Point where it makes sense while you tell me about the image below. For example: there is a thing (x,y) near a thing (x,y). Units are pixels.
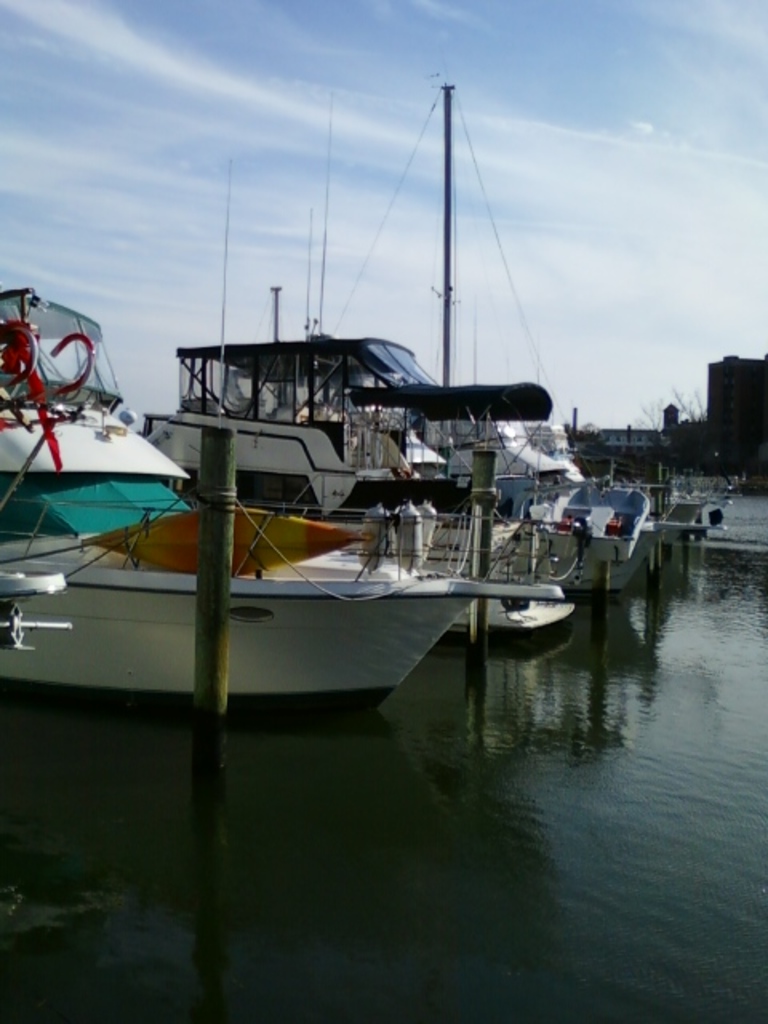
In this picture, we see boats (22,393) and yacht (22,393) in the harbor (669,667). At the bottom of the picture (407,857), we see water (279,892). We see wooden poles (220,656). In the background (690,441), we see buildings (658,431) and trees (689,419). At the top of the picture (370,135), we see the sky (322,205).
